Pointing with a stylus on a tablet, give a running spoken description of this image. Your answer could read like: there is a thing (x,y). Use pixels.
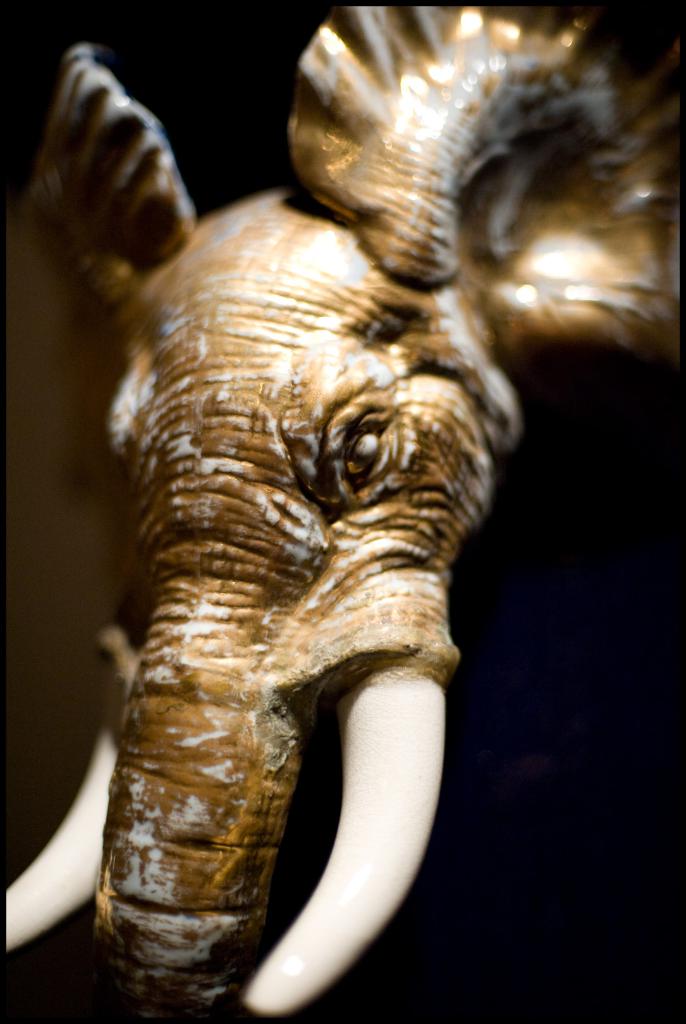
Here we can see a sculpture (195,301) and there is a dark background (94,21).
